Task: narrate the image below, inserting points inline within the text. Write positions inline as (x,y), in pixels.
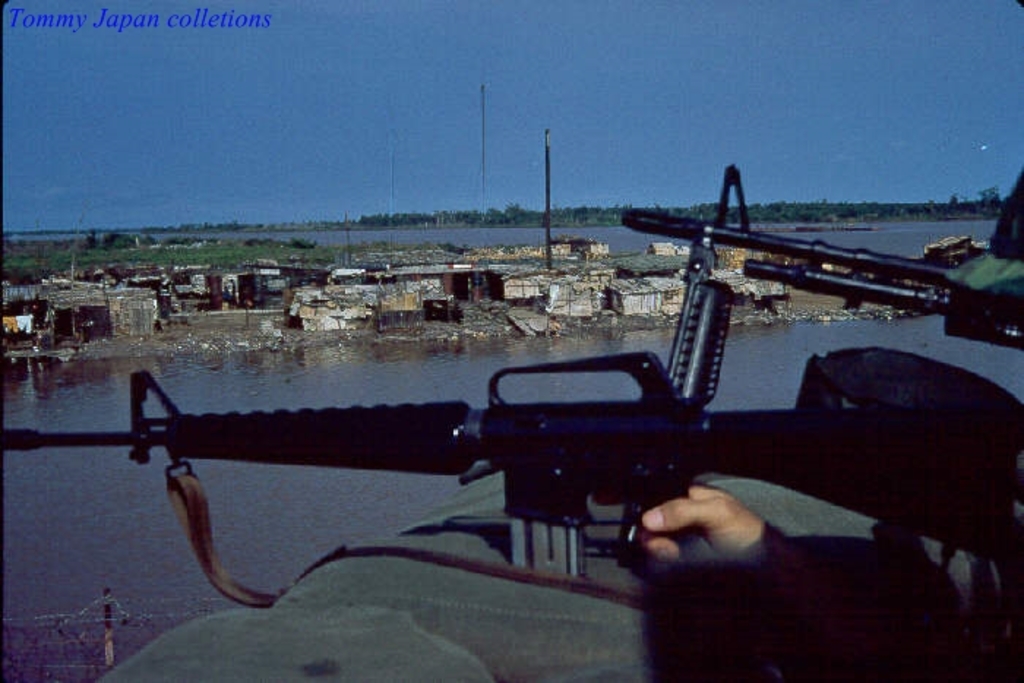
On the right side (701,523), I can see a person's hand (746,518) holding a gun (407,445). In the background (353,396), I can see a river (247,373), few houses (389,286), poles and trees (591,213). At the top of the image (695,93) I can see the sky (599,65). In the top left (127,23), I can see some text (95,29).
